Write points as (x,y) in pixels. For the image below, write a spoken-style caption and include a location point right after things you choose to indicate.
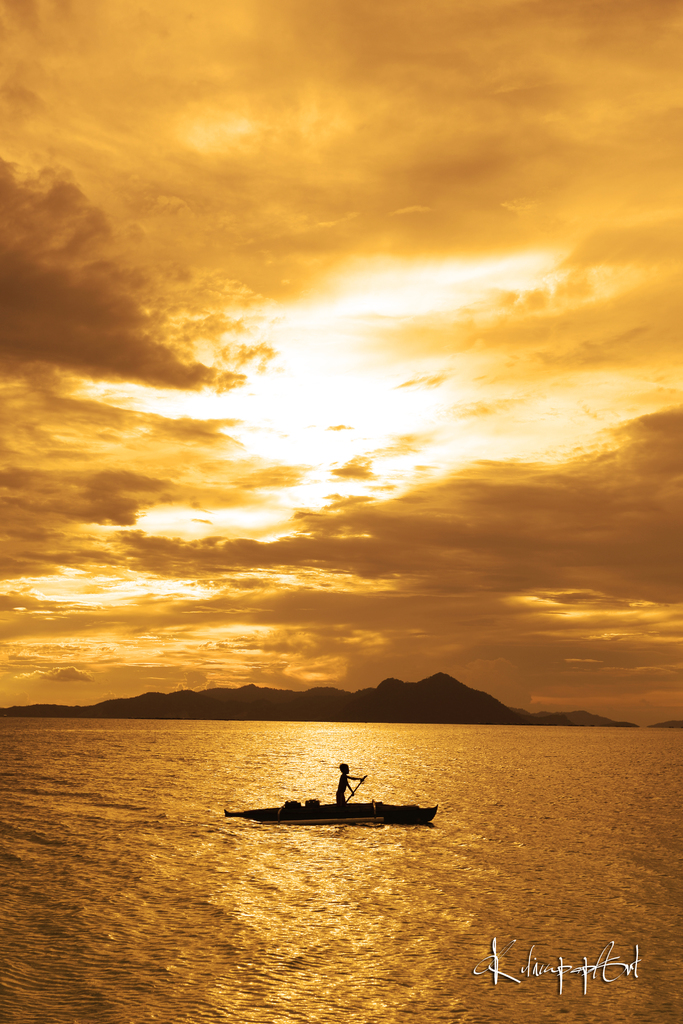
In this image there is one (346,800) standing on the boat (386,814) and holding one paddle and there is a sea (286,770) at bottom of this image (326,774). There are some mountains (290,694) in the background (323,695) and there is a cloudy sky (382,215) at top of this image (384,311). There is one watermark (529,962) is at bottom right corner of this image (500,979).
